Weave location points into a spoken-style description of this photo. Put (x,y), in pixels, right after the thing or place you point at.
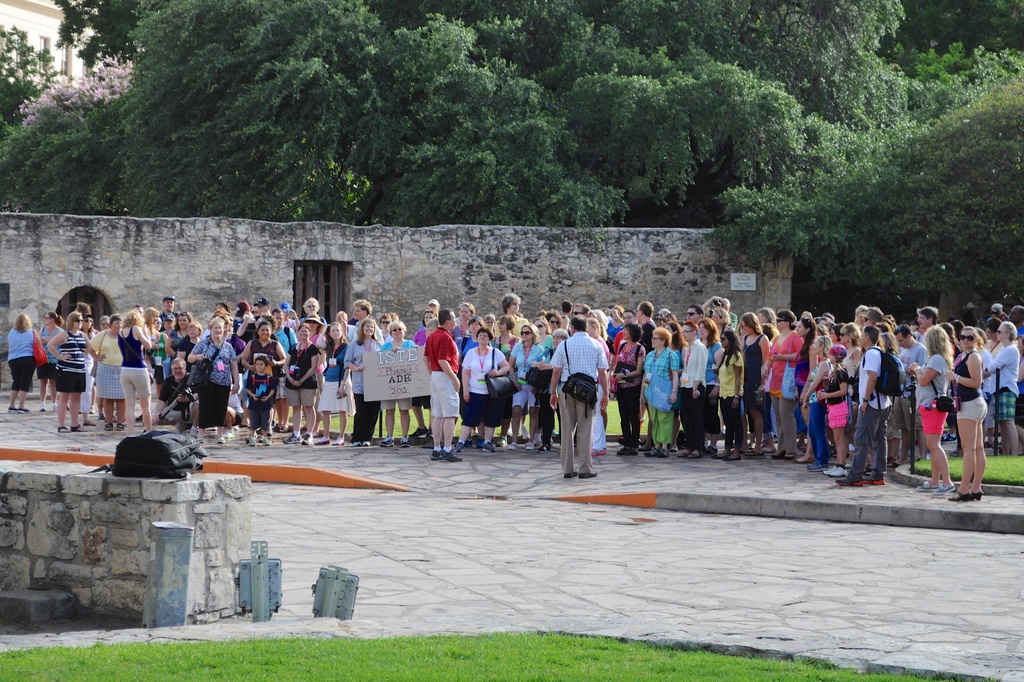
In this picture I can see many people (155,346) who are standing on the ground (82,414). And some persons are holding the board (394,365) and cameras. in the bottom left (167,476) there is a bag (129,445) which is kept on the wall (102,504). In the back (681,282) I can see the wall partition (596,278), behind that I can see the trees (878,149). In the top left corner (57,17) I can see the building (53,30). At the bottom (326,647) I can see the grass (355,647).
